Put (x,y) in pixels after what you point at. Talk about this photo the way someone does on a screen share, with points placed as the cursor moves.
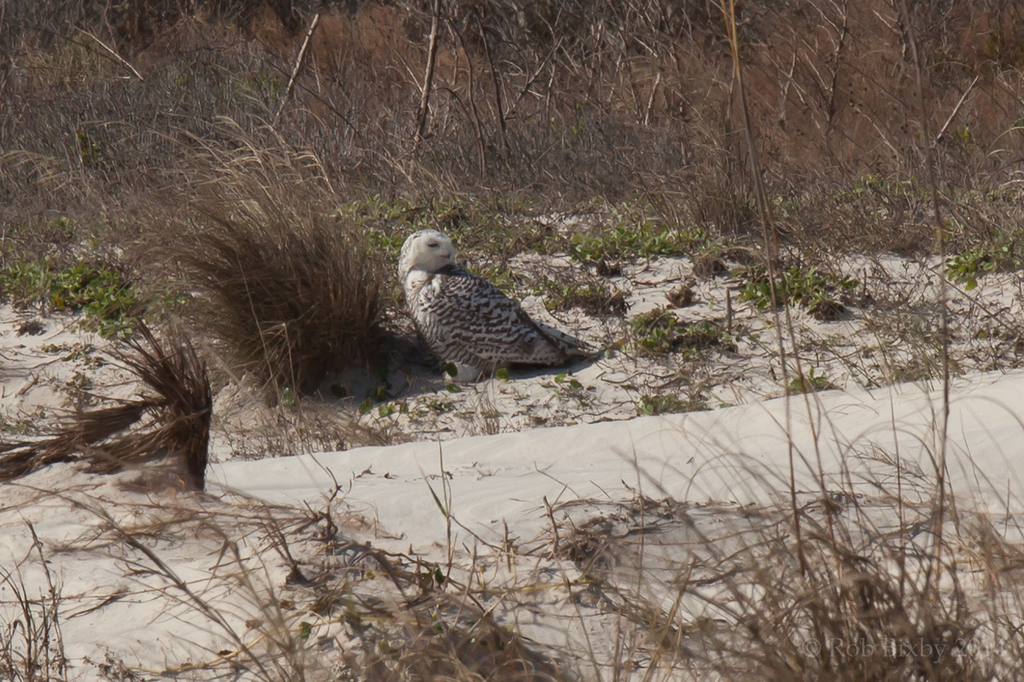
In this picture we can see a bird (423,339) and plants (289,219) on the ground (679,341).
